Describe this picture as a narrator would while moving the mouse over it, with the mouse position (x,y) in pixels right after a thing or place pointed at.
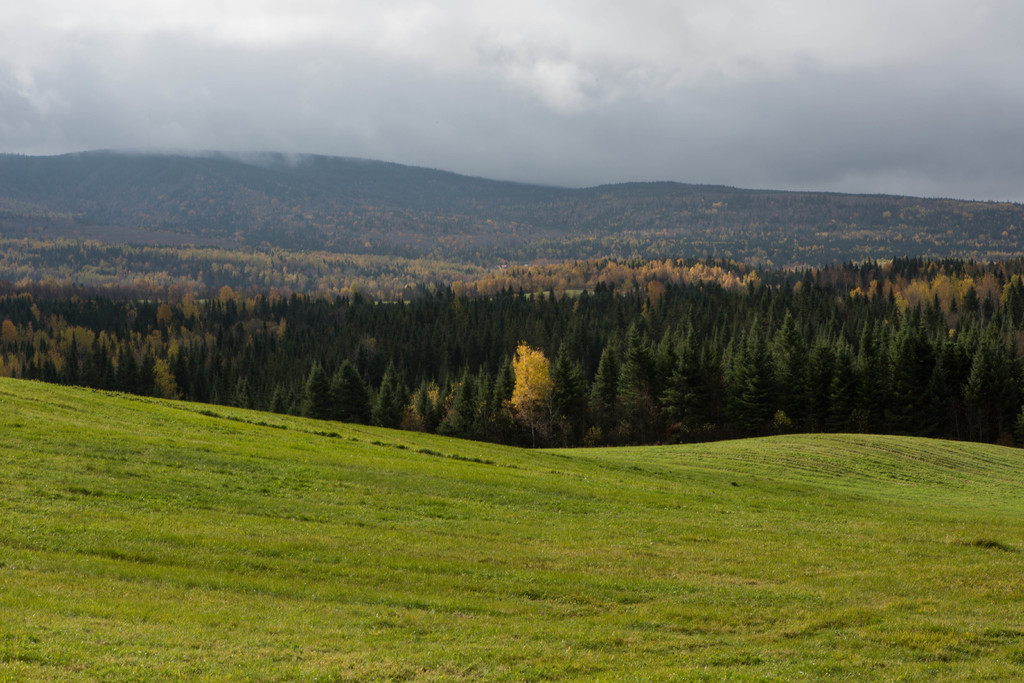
In this image there is a mountain (363,653) covered with grass (995,623), behind that there are so many trees (598,408) and mountains (178,239). Also there are clouds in the sky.
